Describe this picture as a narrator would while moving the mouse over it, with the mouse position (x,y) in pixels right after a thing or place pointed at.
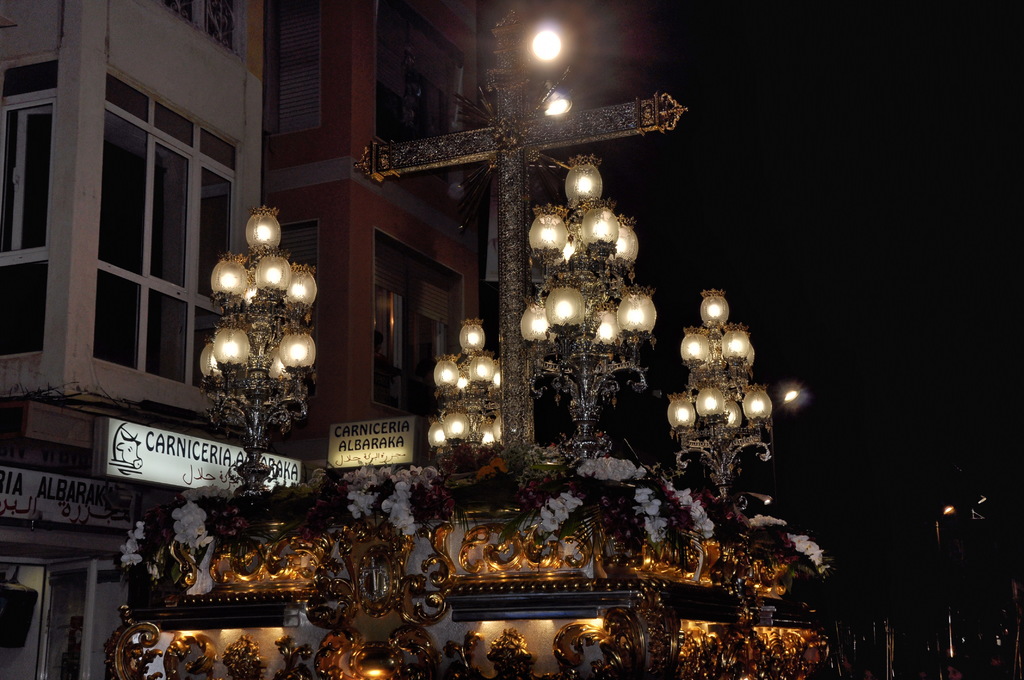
In the middle of the image (479,451) there is an object (476,651) with designs (291,538), lights (481,335), flowers (686,488), lamps (294,286) and cross (504,405) on it. Behind them there are buildings (188,182) with glass windows (174,212), walls (385,216), pillars (98,17) and name boards (169,451). And there is a dark background (943,278).
